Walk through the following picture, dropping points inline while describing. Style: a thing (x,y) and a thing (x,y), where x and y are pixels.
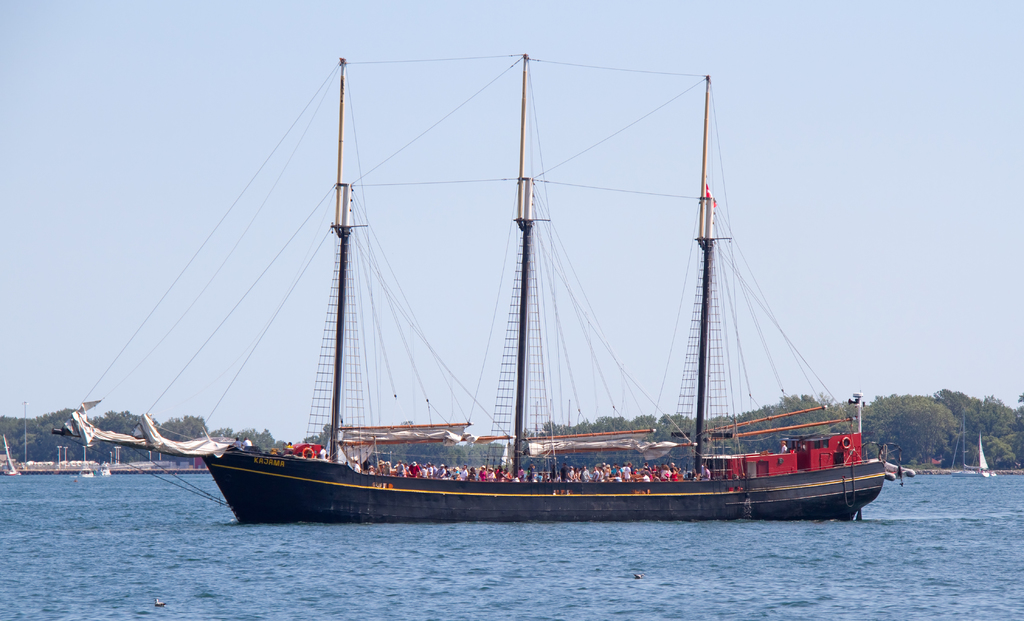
In this image we can see a sea (403,586). There are few water crafts (752,494) in the image. There are many trees (164,425) in the image. There are many people (628,475) are sailing in a ship (732,461). There is a sky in the image.
